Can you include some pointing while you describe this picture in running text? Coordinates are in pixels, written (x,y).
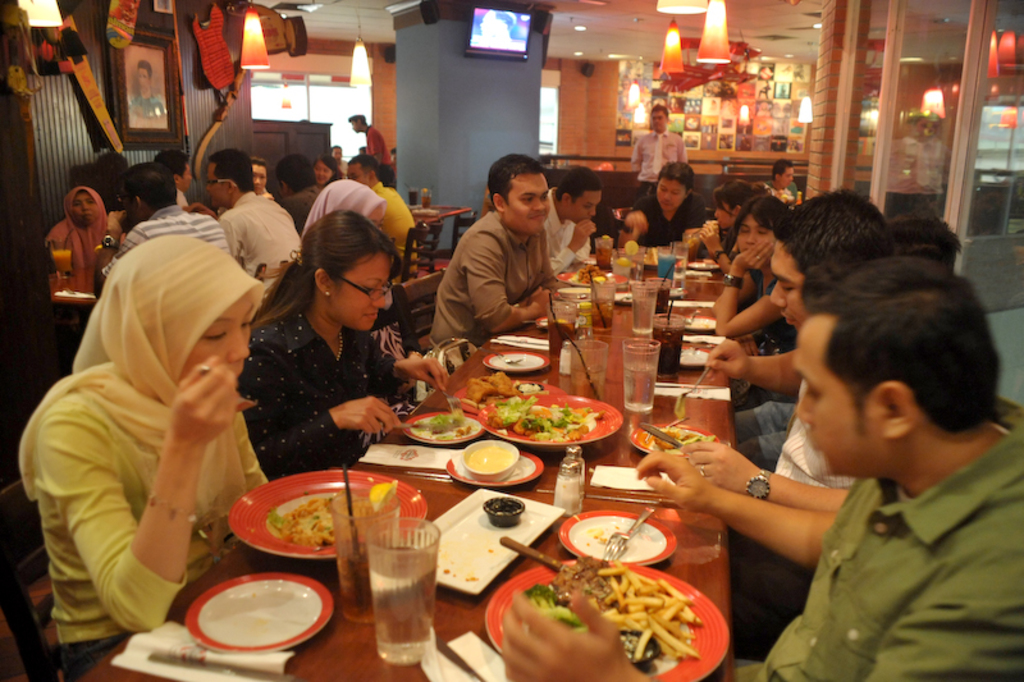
In this image we can see the inner view of a room (550,5) which looks like a restaurant (531,568) and there are some people (218,232) sitting on the chairs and we can see the tables (332,469) with some objects (519,465) like food items (504,465), plates (288,503), glasses (417,565) and some other things (344,476). We can see the wall (41,101) on the left side (188,62) with a photo frame (133,55) and some other things (72,20) and in the background (421,41), we can see a person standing and there is a wall (590,96) with photo frames (763,95) and some other things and we can see a television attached to the wall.
